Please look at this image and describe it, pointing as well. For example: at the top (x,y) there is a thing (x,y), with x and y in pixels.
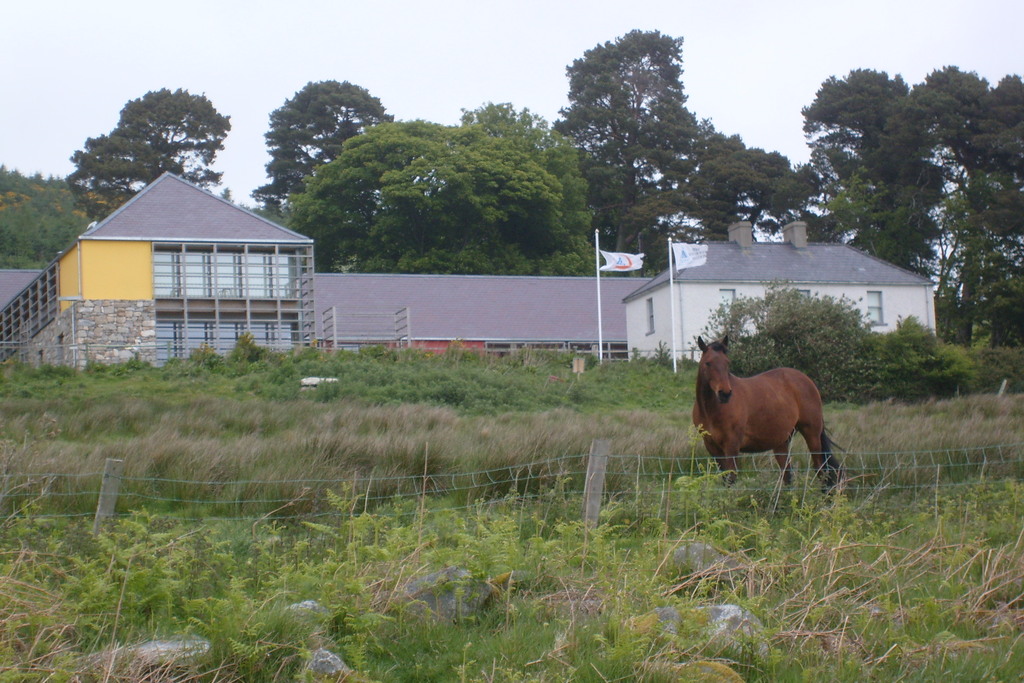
This image consists of a horse (761,429) in brown color. At the bottom (488,560), we can see small plants (449,553) and grass (360,462). In the background (513,298), there is a building (676,304) along with the trees (364,147). At the top (388,26), there is sky (433,22).
